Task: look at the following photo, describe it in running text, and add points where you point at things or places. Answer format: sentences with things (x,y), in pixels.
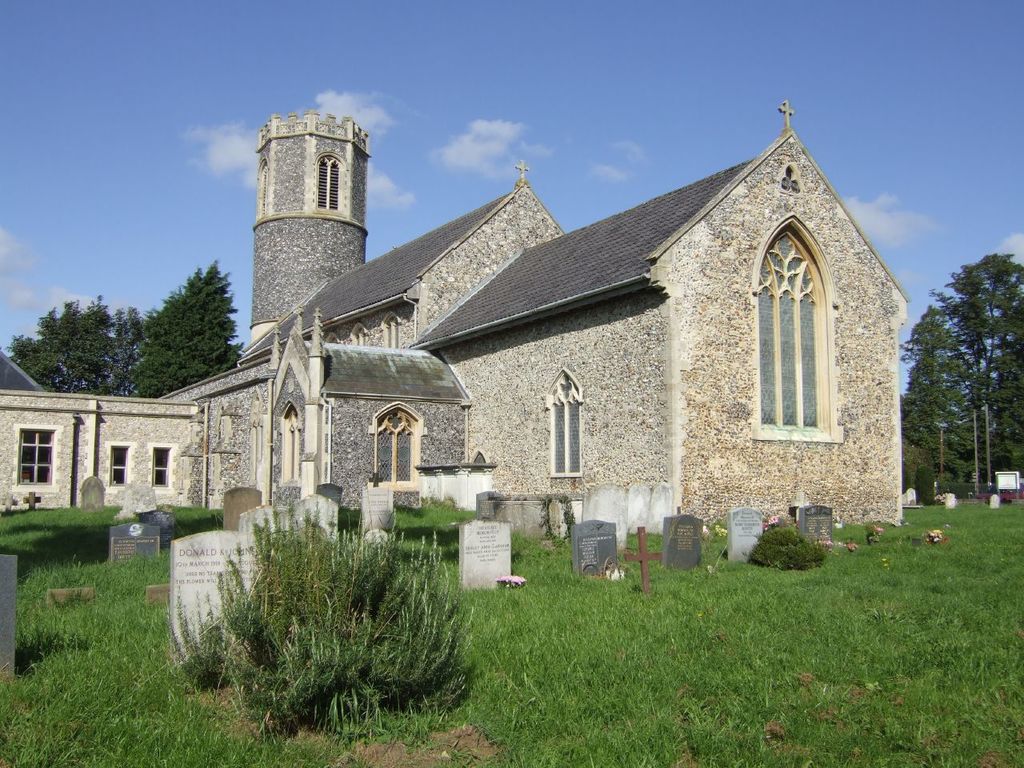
In the foreground of the picture (444,559) there are gravestones (230,559), plant (359,616) and grass (911,565). In the center of the picture (383,363) there is a church (252,418) and there are trees (927,428), poles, gravestones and other objects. At the top (286,89) it is sky (615,72).
